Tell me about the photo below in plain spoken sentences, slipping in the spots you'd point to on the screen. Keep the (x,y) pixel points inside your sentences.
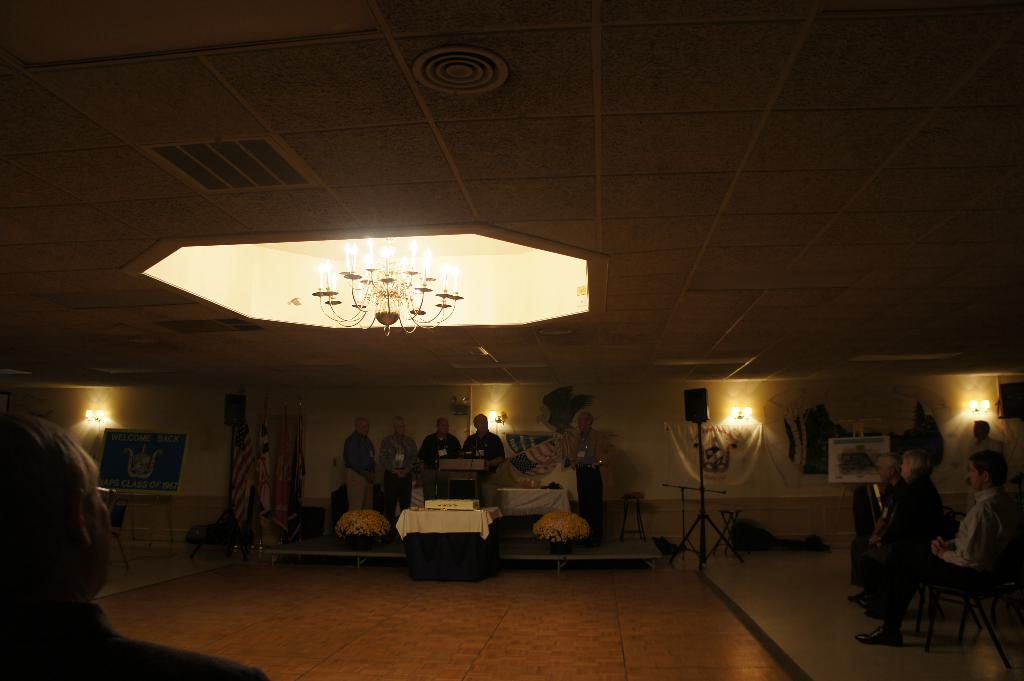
In the middle of the picture (447,430), we see people (394,455) are standing. In front of them, we see a table (421,516). Behind them, we see a wall (613,487). On the right side (893,485), we see people (986,563) are sitting on the chairs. In the background (822,482), we see a white wall (753,494), speaker box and lights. At the top of the picture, we see a chandelier (408,280). This picture is clicked in the dark.
